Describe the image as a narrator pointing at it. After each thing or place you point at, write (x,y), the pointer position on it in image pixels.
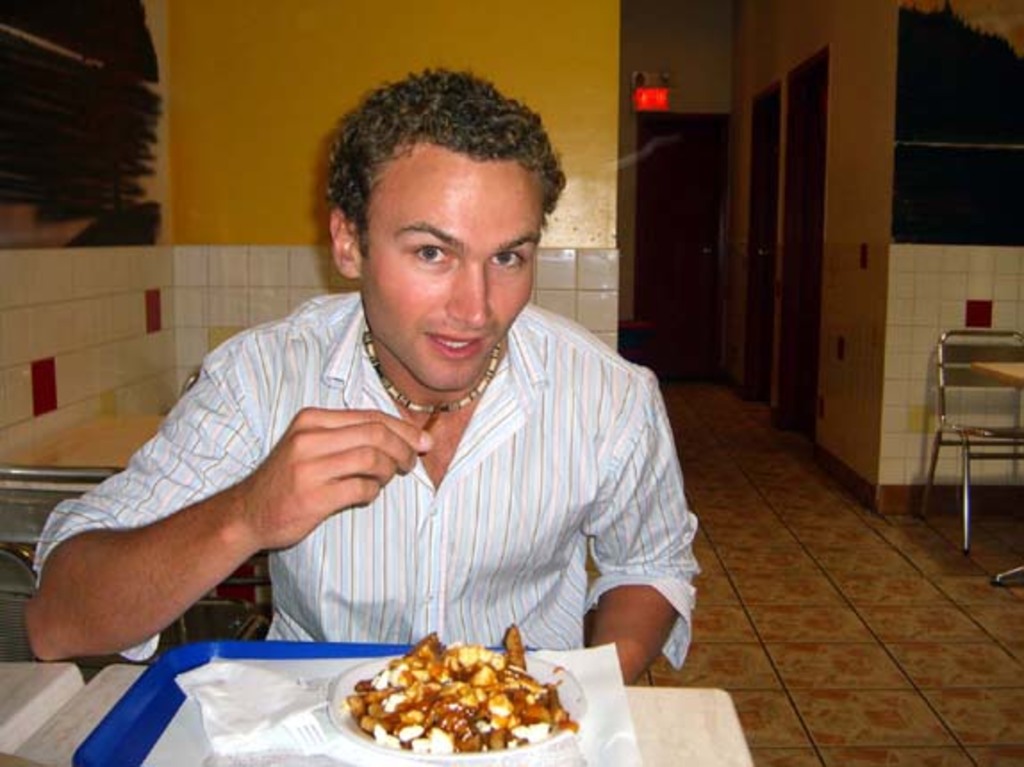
In this image we can see a man (488,528) sitting and having the food (510,675) in front of the table (78,702) and On the table (631,696) we can see the food item (474,669) on the plate (552,673) which is on the paper (603,665) and it is on the blue color plate (114,744). In the background (702,240), we can see the doors (668,232) and also chairs (60,483). We can also see the floor (853,616). There is an object (667,88) with a light (650,96).
